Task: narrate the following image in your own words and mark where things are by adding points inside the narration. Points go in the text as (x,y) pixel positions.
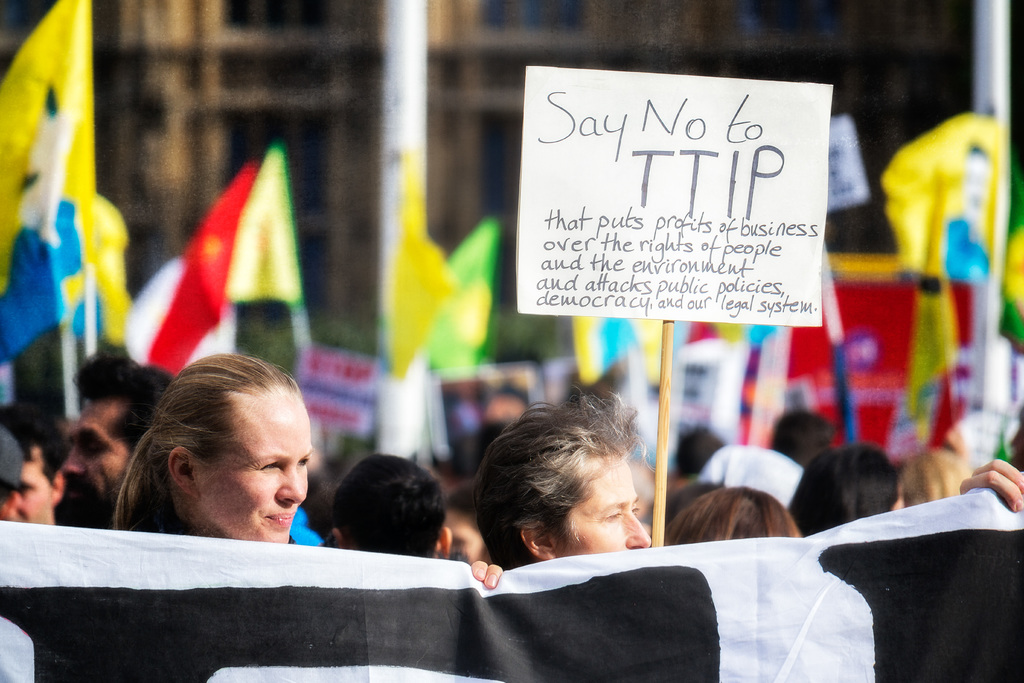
In this image, we can see a group of people (46,441), banner (624,551), board (736,226) with text (699,272). Here we can see a stick (670,373). Background (1016,398) we can see a blur view. Here we can see few flags (467,294), pole (1003,375) and buildings (453,187).
